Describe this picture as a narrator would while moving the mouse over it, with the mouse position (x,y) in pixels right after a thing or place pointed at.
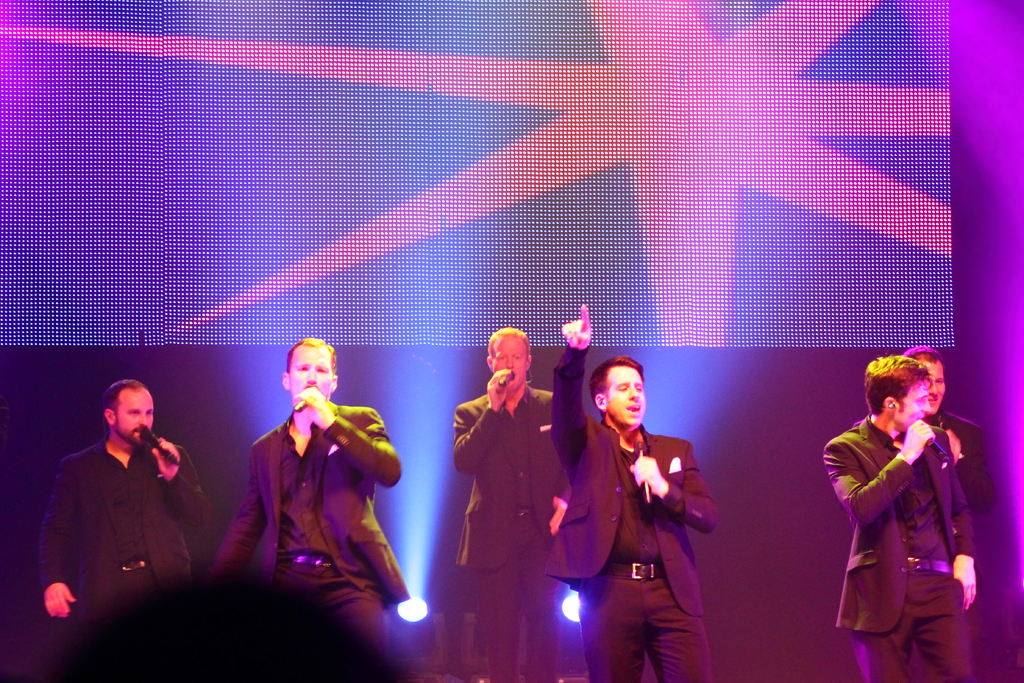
In this image I can see group of people (558,502) standing and they are holding microphones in their hands (662,488). In front (633,521) the person (677,476) is wearing black color dress (670,511), background (912,177) I can see a screen (664,39) and few lights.
